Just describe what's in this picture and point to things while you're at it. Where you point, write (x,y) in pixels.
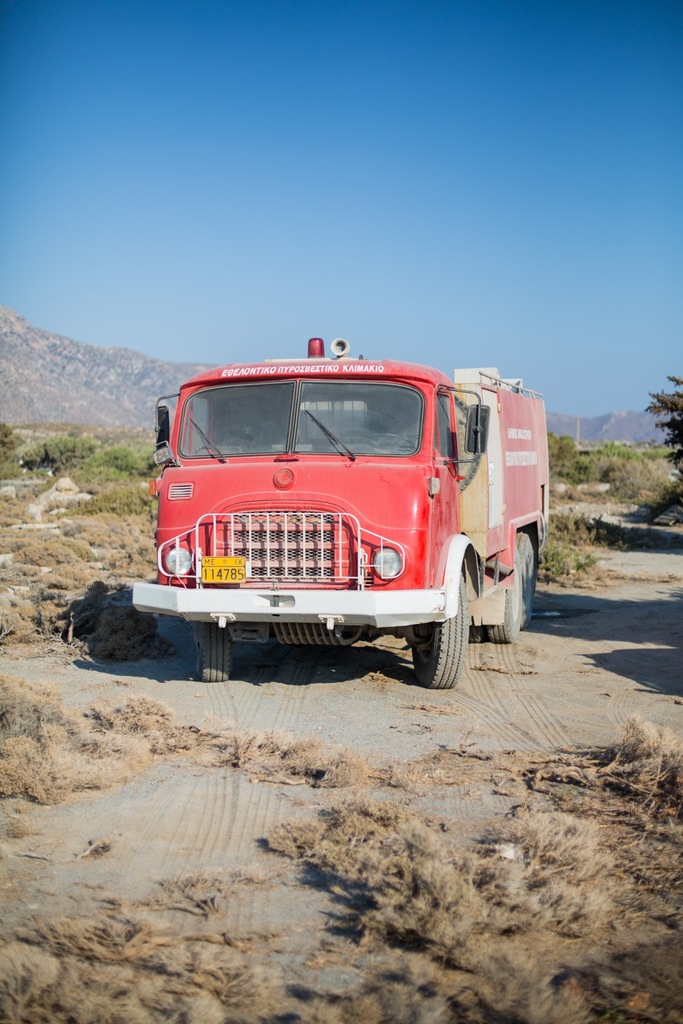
In the middle of the image (315,464) we can see a truck (364,542), in the background (607,422) we can find few trees (566,445) and hills (588,428).
